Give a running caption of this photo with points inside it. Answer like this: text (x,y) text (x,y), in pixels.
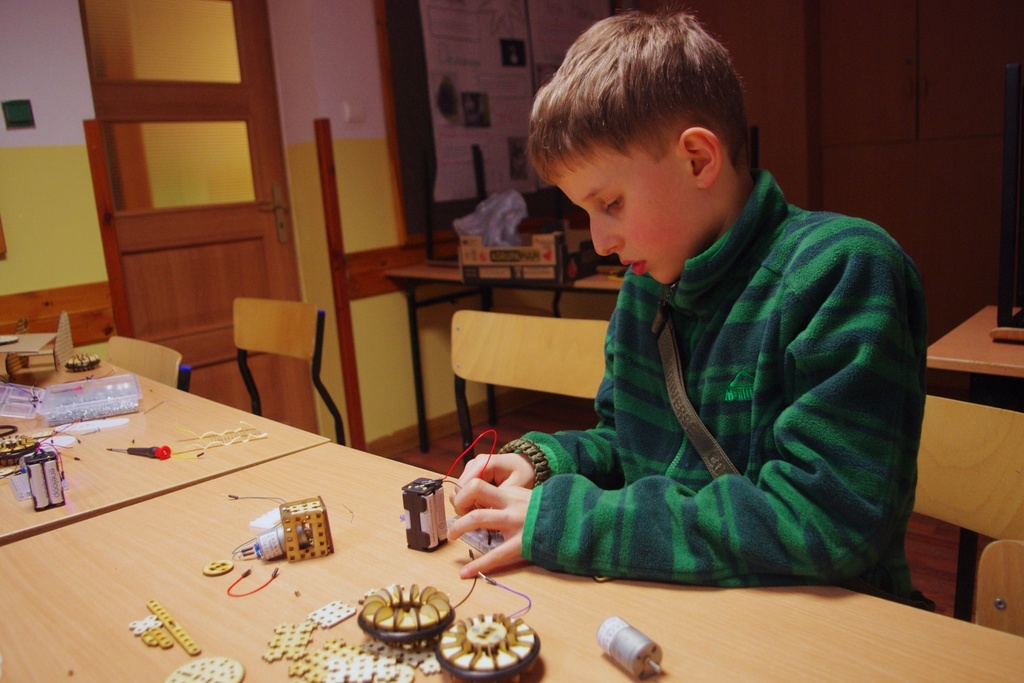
In this image i can see a person (801,390) sitting on chair (935,502) and doing something on table (448,551) at the back ground (276,222) i can see a door (213,167).
